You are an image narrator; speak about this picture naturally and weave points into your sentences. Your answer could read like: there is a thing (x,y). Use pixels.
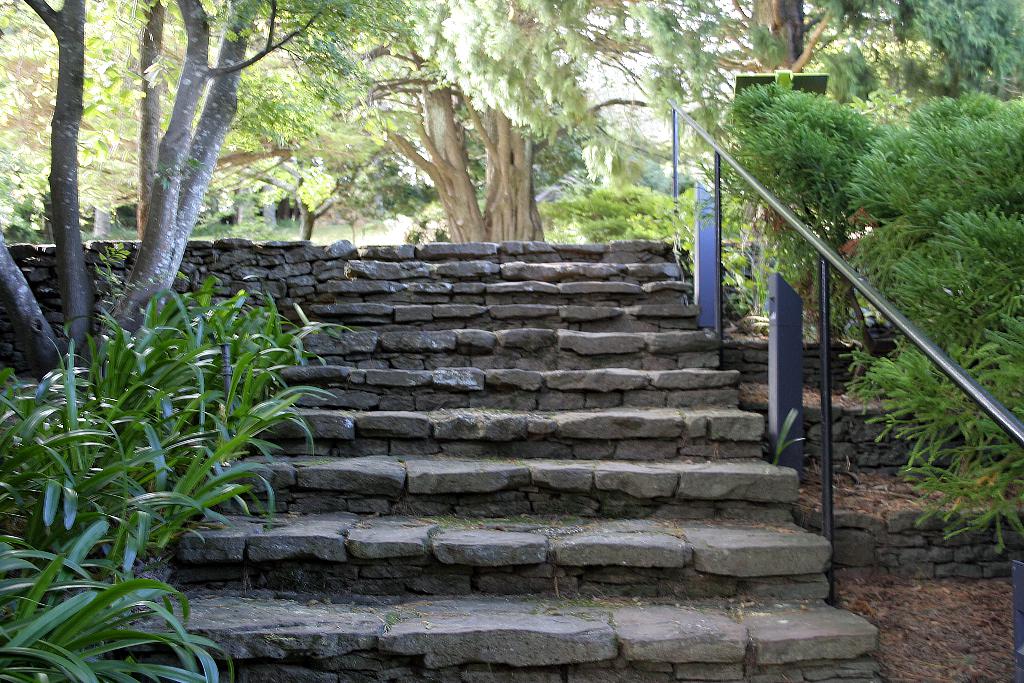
In this image we can see a staircase (499,506), poles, group of plants (1013,223) and a board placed on a pole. At the top of the image (501,79) we can see a group of trees (501,79).
